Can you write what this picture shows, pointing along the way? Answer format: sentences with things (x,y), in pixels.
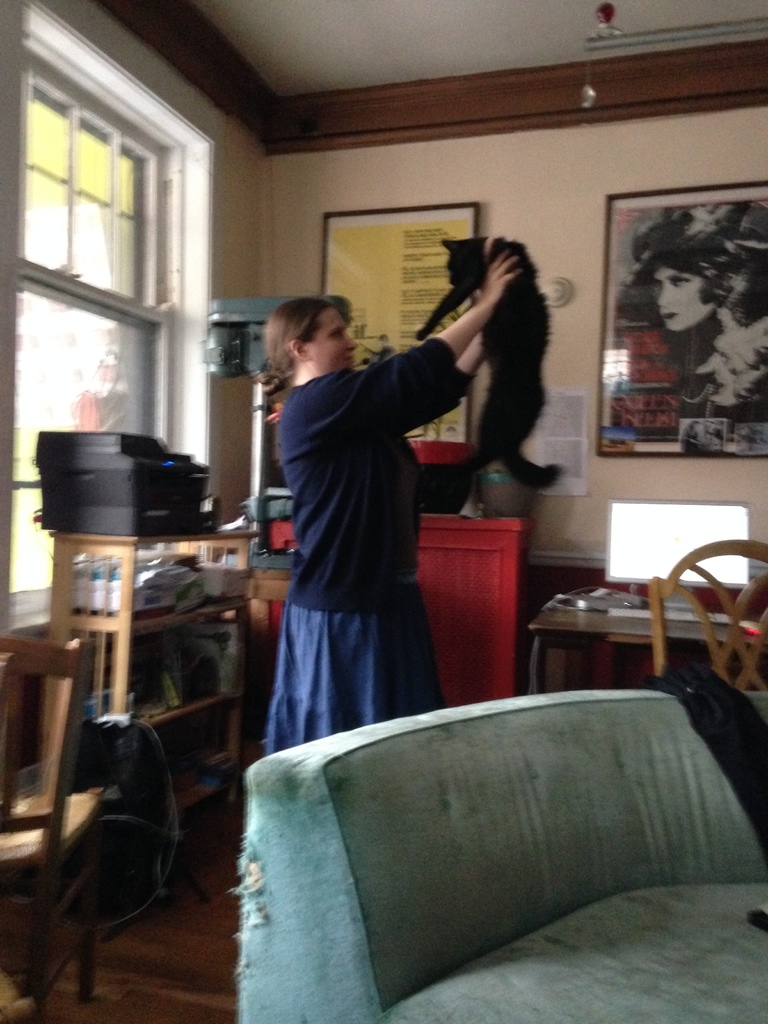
In this picture, In the right side (676,911) there is a sofa (531,826) which is in blue color and in the middle (327,658) there is a woman (333,482) standing and she is holding a cat (499,366) which is in black color, In the background (648,156) there is a wall (406,168) in white color and there are some posters (698,348) on the wall (363,173) and in left side (74,376) there is a window (65,332) in white color and there is a black color object (109,510) on the table (133,569).
